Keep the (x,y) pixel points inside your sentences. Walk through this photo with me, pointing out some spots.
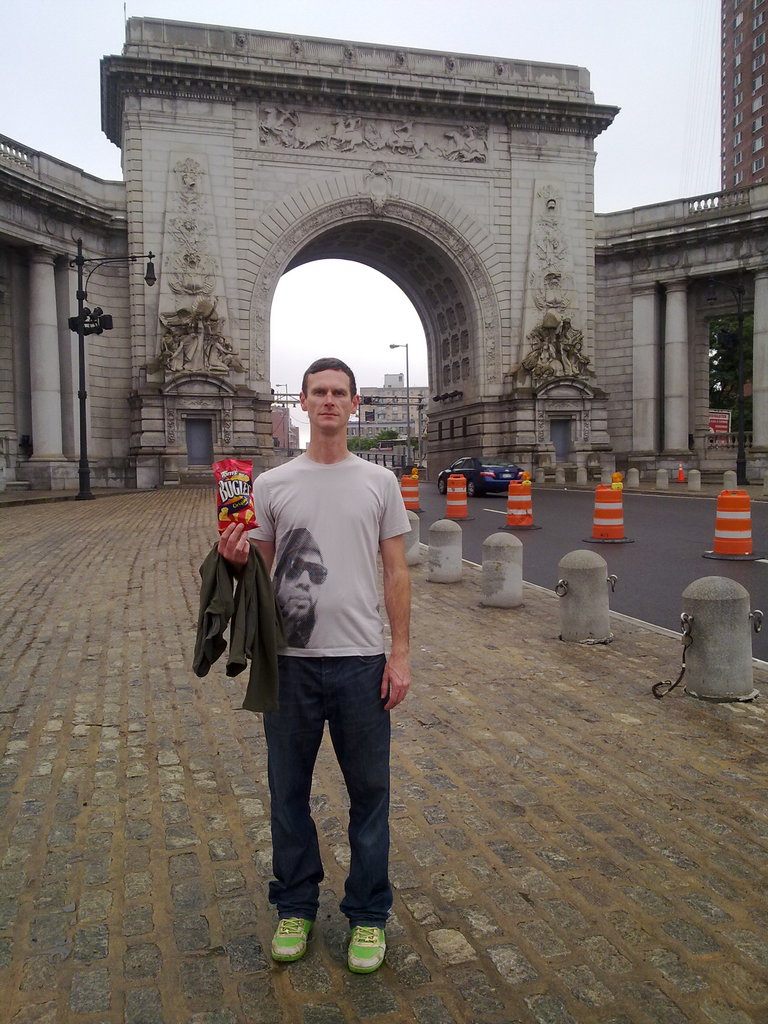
In this image we can see a man (404,662) standing on the ground (448,915) holding a cloth (224,578) and a packet (232,497). We can also see some poles (151,283), buildings (102,407), a signboard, traffic poles (723,523), barriers (589,587), a car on the road (467,544) and the sky (371,338) which looks cloudy.
